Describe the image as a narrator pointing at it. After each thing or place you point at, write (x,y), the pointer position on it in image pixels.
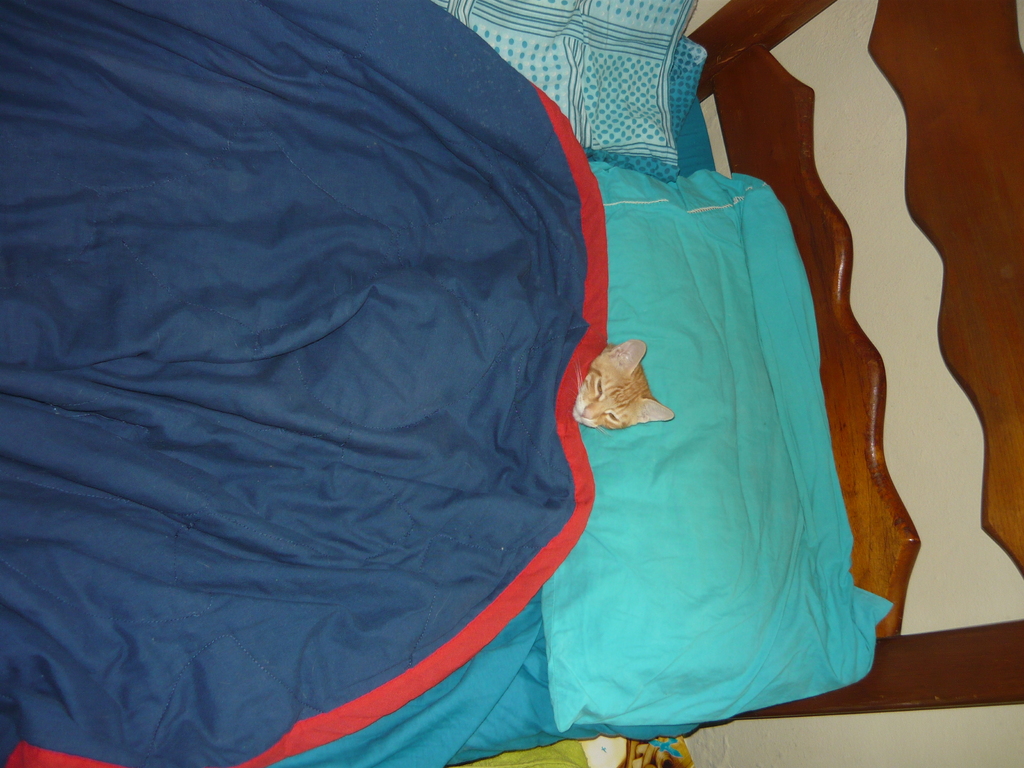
This image is taken indoors. In the middle of the image (383,486) there is a bed (548,648) with a bed sheet (461,686), a blanket (400,249) and a pillow (725,454) on it. A cat (594,397) is lying on the bed (543,678) under the blanket (576,424). On the right side of the image (960,494) there is a wall (895,239).
